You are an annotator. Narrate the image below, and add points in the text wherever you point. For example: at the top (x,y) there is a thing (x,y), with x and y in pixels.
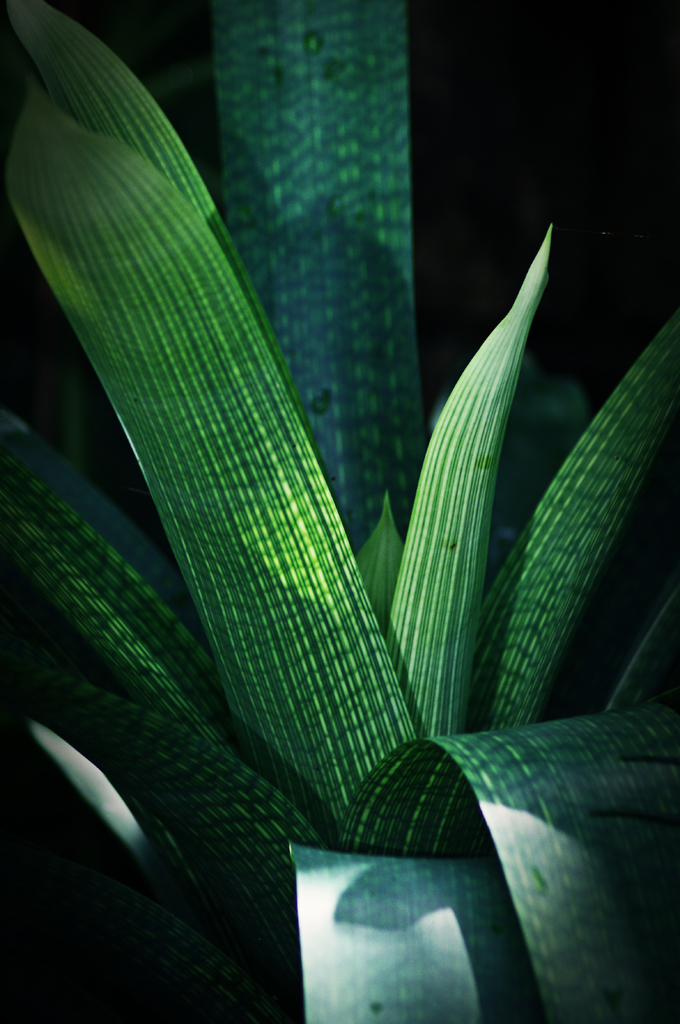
In this image I can see plant (476,441) and there is a black background (583,168).
